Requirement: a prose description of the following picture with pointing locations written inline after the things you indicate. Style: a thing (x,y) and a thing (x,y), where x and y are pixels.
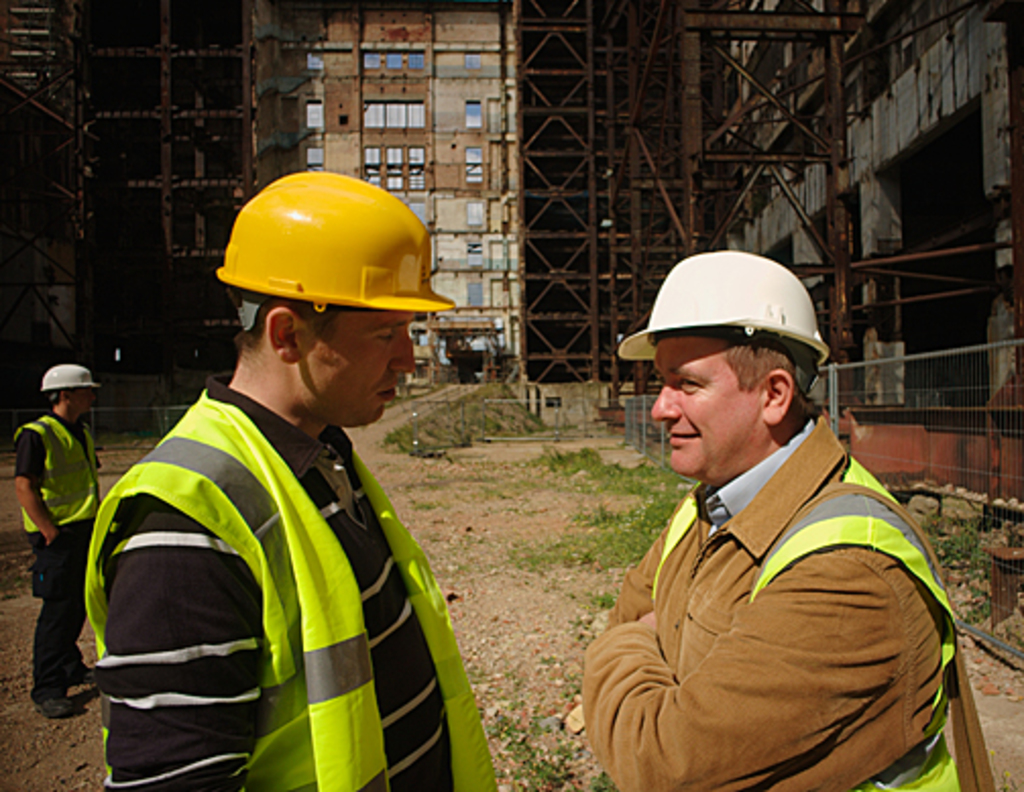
On the left side (295,487), there is a person (292,489) in a light green color jacket (340,679), wearing a yellow color helmet (352,271) and standing. On the right side (841,499), there is a person (844,487) in a light green color jacket (866,530), wearing a white color helmet (725,315) and standing. In the background (75,349), there is a person (29,471) standing, there are buildings (93,74) which are having windows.
